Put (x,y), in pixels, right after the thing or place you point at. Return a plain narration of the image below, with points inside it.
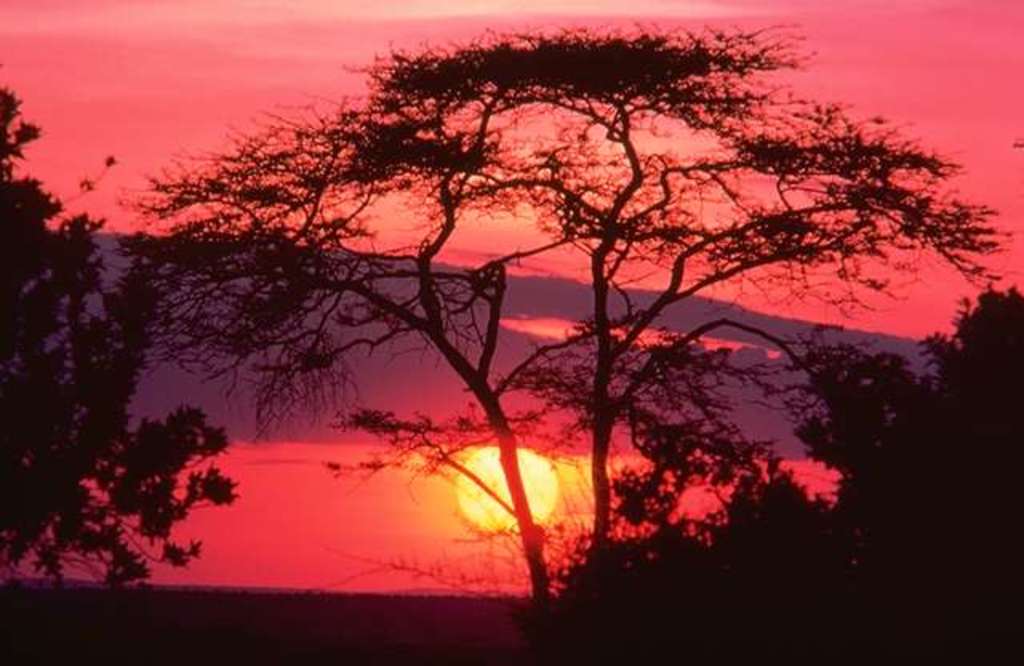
In this image we can see the sun (503,471) in the red sky (940,80) and there are some trees (871,505).
